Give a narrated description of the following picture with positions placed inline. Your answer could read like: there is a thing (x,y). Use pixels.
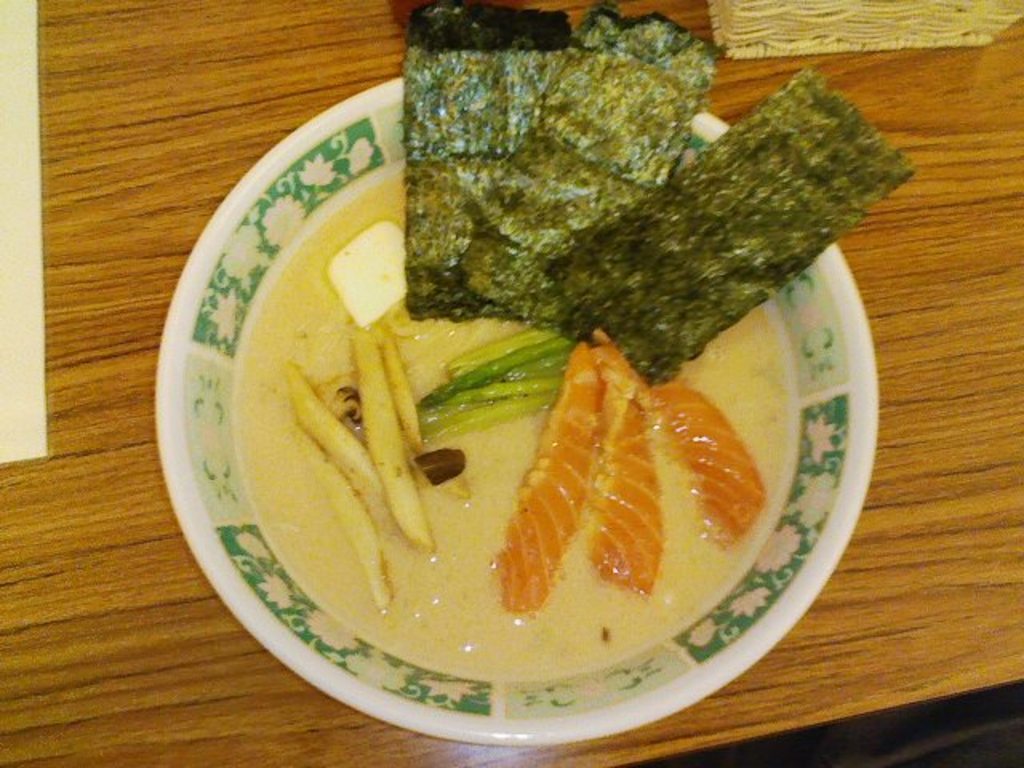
In the picture we can see a table (82,397) on it we can see a bowl (847,299) with soup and some vegetable slices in it.
